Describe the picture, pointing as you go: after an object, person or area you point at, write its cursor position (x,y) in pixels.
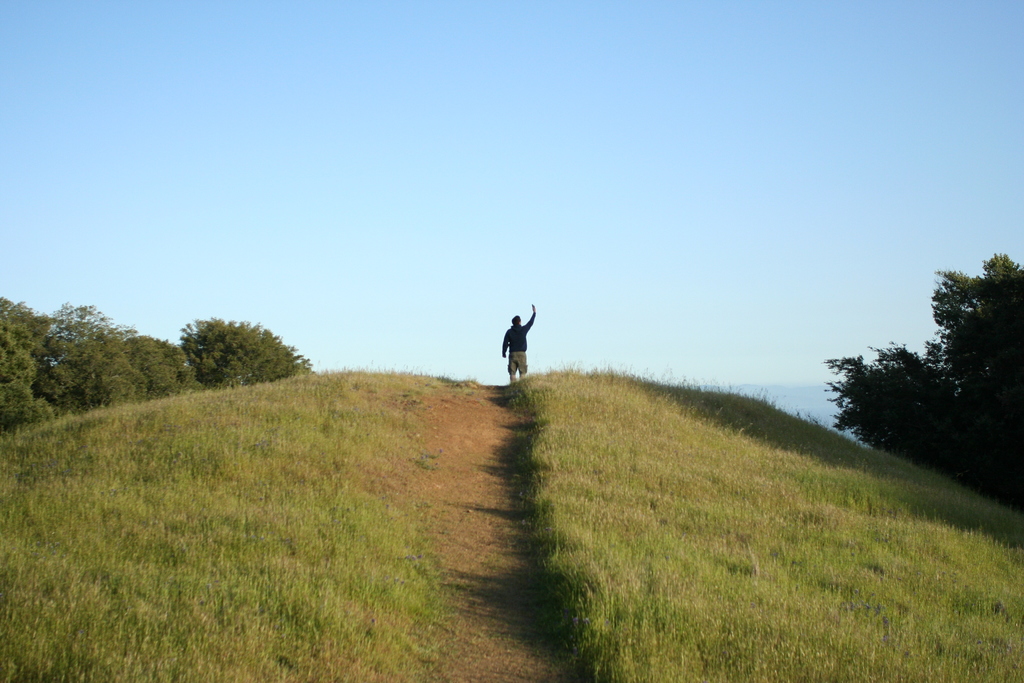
In this image there is a person (513,348) standing on the path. On the left (187,364) and right side of the image (1006,606) there is the surface of the grass (256,464) and trees (948,341). In the background (438,160) there is the sky (74,213).
